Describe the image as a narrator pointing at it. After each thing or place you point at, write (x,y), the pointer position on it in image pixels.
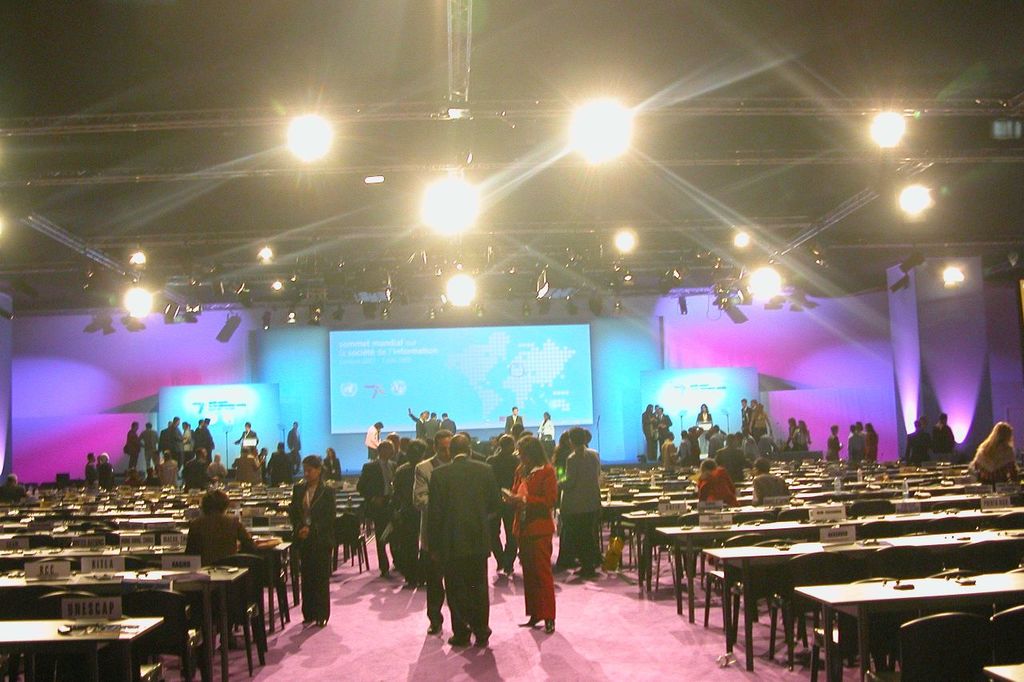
In this picture we can see some persons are standing on the floor (626,636). These are the benches (725,548). On the background (474,404) there is a screen (449,372) and these are the lights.
